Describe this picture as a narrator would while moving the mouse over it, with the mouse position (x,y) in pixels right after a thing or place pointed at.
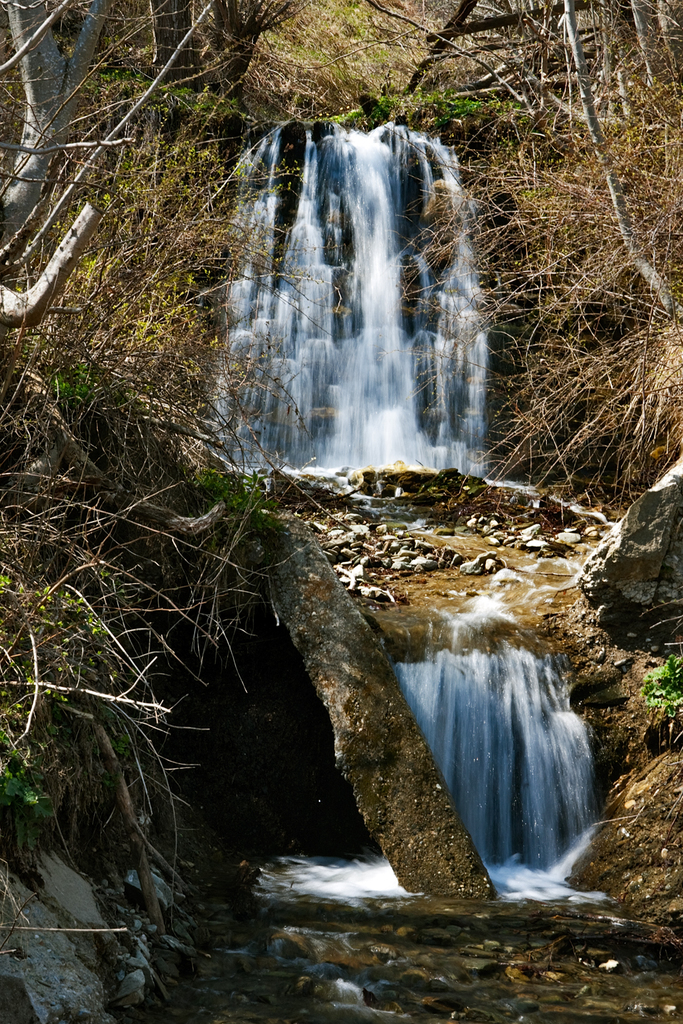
In this image I can see the waterfall (493,823) and I can see few dried grass (561,253) and few grass (374,38) in green color.
